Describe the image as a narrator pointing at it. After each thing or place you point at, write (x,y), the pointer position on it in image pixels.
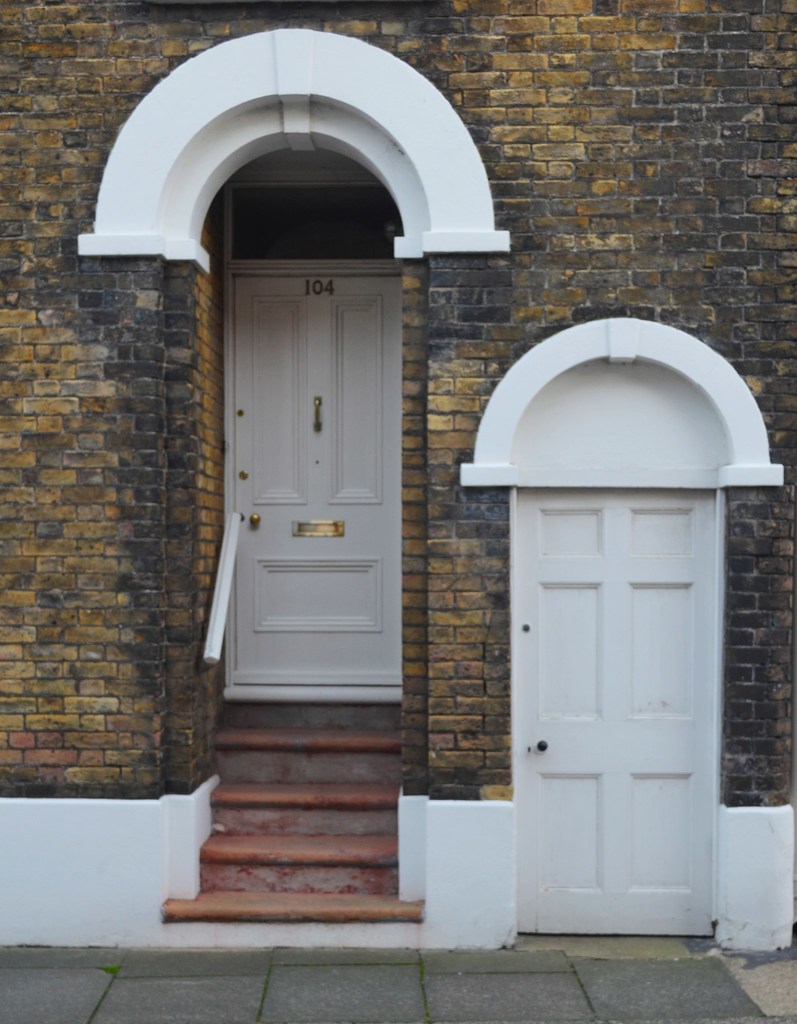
In this picture there is a building (318,264). In the foreground (306,419) there are doors (313,279) and there is a hand rail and stair case (235,717) and there is number (322,284) on the door (343,298). At the bottom (406,1006) there is a floor (484,1006).
